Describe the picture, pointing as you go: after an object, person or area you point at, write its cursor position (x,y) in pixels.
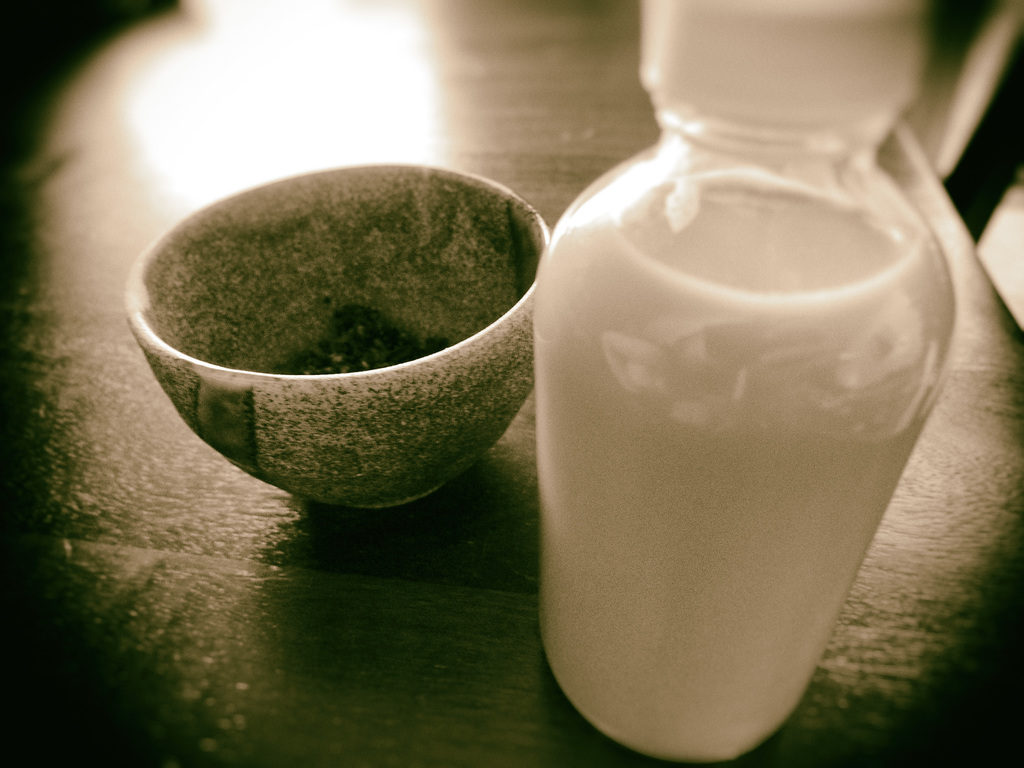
In this image, There is a table (464,728) which is in black color on that table (138,156) there is a bottle (791,444) which contains white color liquid (716,449), There is a bowl (203,398) which is in green color.
